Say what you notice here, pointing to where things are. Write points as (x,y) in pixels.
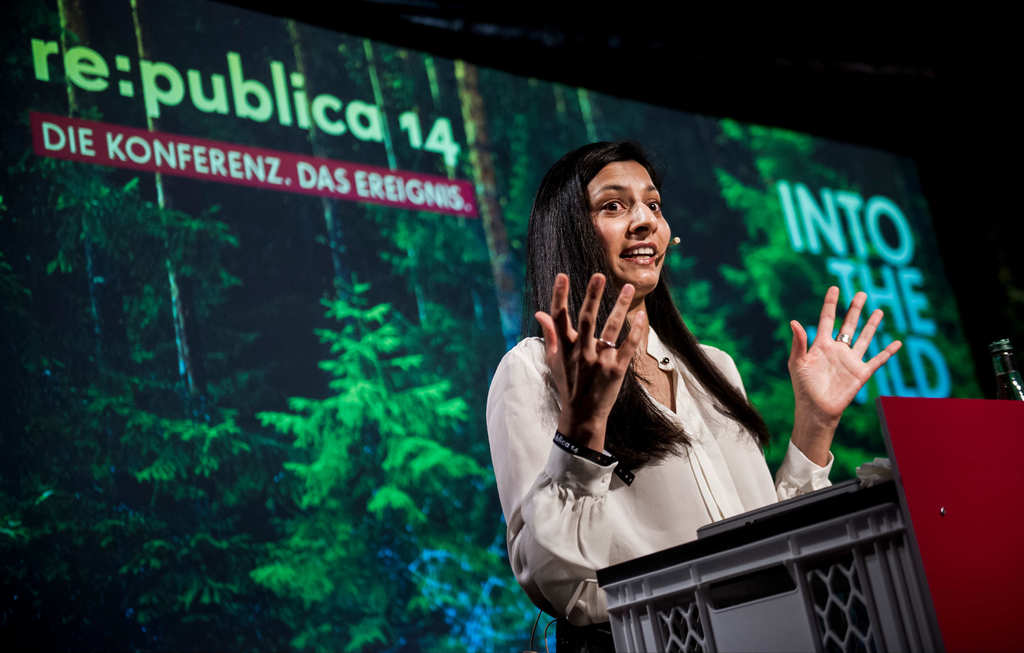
In this image we can see a woman (610,414) is talking and she wore a mike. Here we can see a podium (917,511) and a bottle (1019,396). In the background (190,452) we can see a screen (378,162). On the screen (779,276) there are trees (418,363) and some text (814,213).
